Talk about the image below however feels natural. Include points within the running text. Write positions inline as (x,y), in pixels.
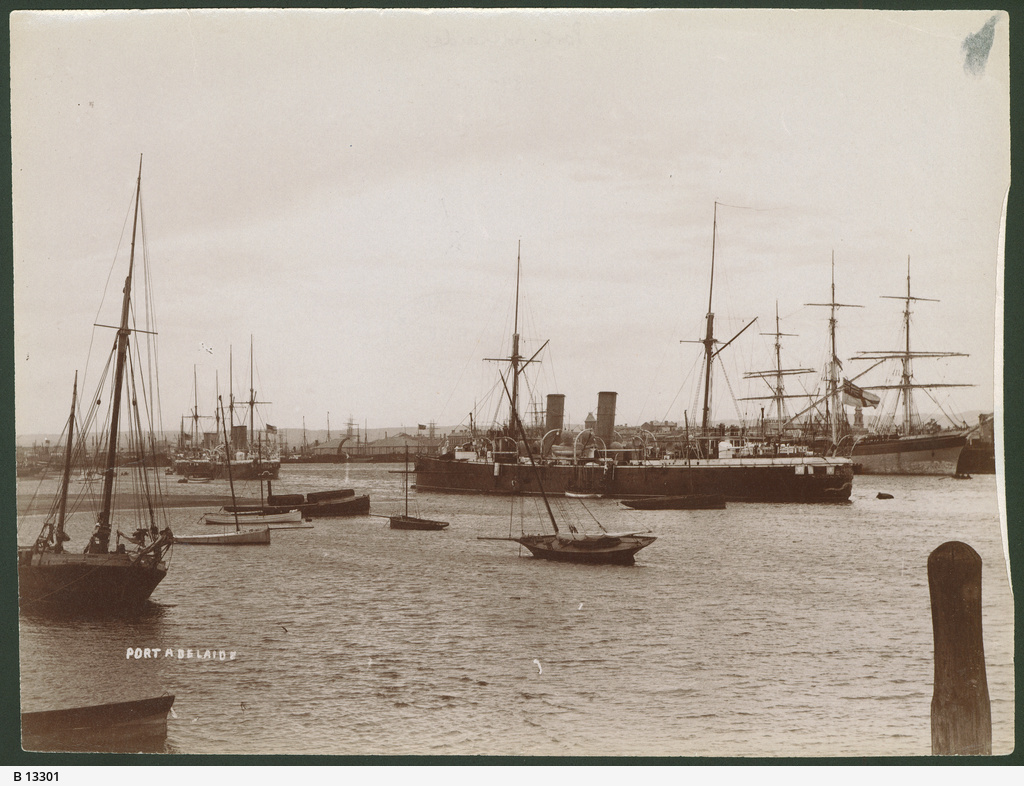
This is a black and white picture. In this picture, we see many yachts (99,579) and the boats (564,441) are sailing on the water (571,592). In the background (531,271), we see the sky (507,200). This picture might be a photo frame (5,398).
